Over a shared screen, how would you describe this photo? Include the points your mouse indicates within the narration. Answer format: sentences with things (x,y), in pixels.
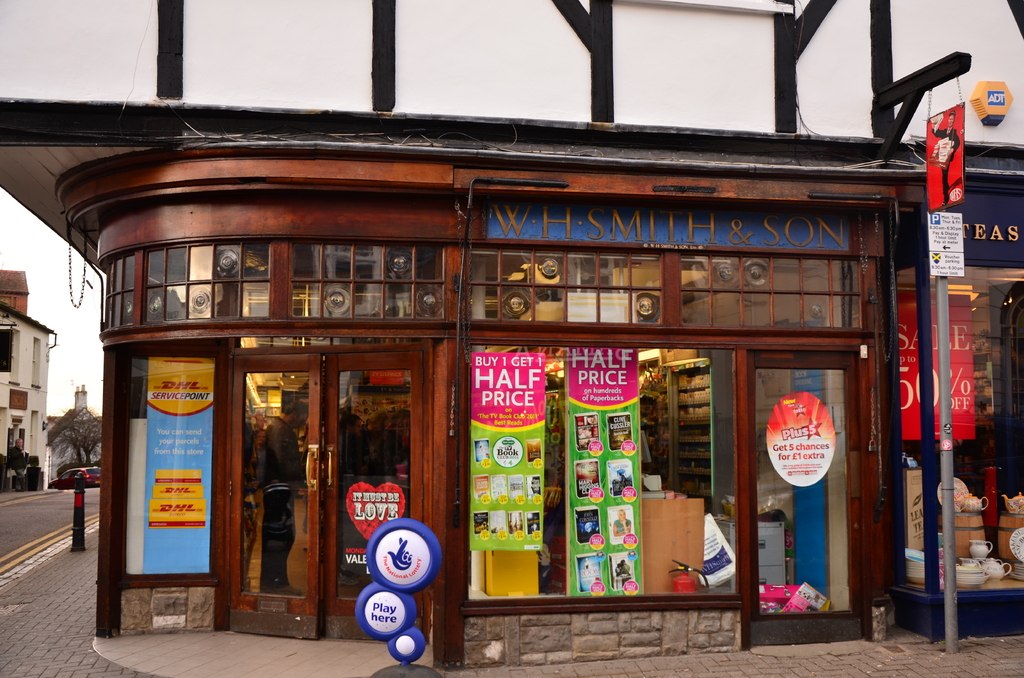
Here I can see a building (252,312). There are two doors (314,489) through which we can see the inside view. Behind the doors (280,467) there is a person (280,442) standing. Here I can see few posters (498,442) attached to the glass (683,431). On the right side (942,277) there is a table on which few boxes (918,511) and tea pots (976,541) are placed and also there is a pole (940,372) to which a board (945,258) is attached. On the board (937,231), I can see some text (937,236). On the left side (28,396) there is a car (92,472) on the road (38,520) and also there are buildings (39,425), trees (57,434) and I can see the sky (49,282).
